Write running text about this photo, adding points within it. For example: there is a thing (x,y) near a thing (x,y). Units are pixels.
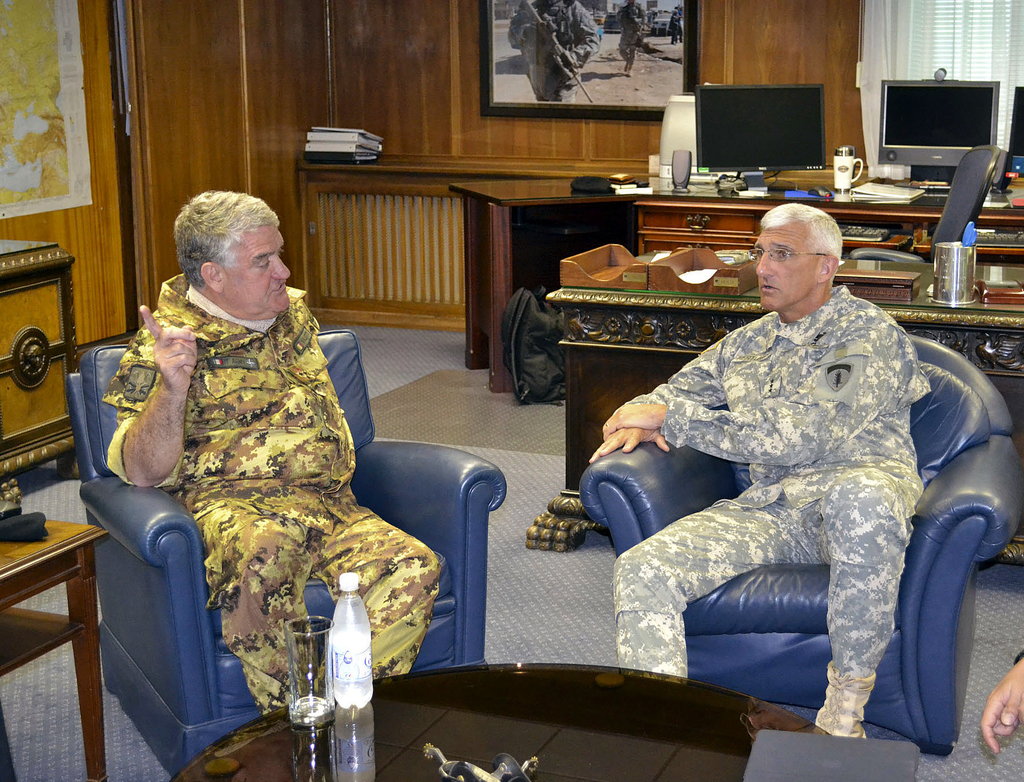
These two persons (251,479) are sitting on the chair (627,547). There is a table (978,315). On the table (993,307) we can see jar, box (700,263), monitors (777,133), cup (849,151). On the background (802,72) we can see frame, wall (381,102), book (336,135). This is floor (401,371). On the table (474,696) we can see bottle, glass (302,689).
